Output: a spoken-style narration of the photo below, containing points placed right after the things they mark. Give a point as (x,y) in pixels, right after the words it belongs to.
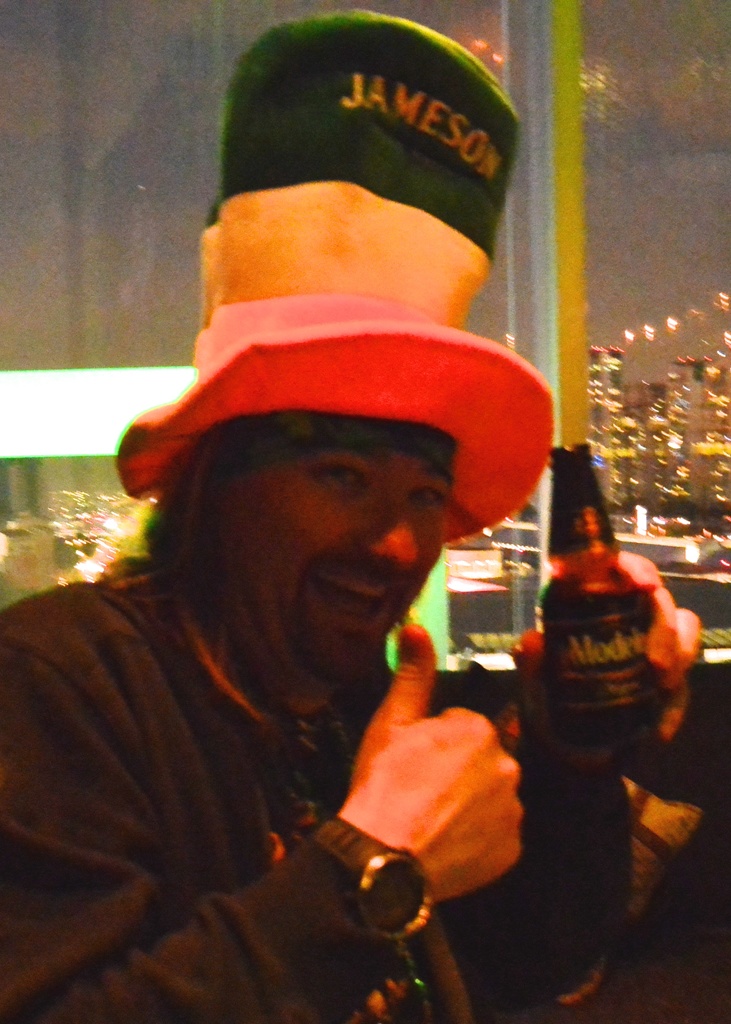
In this image I can see a man (394,559) is holding a bottle (559,597). i can also see a smile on his face (380,610). He is also wearing a cap (319,101) and Jameson is written on it.
